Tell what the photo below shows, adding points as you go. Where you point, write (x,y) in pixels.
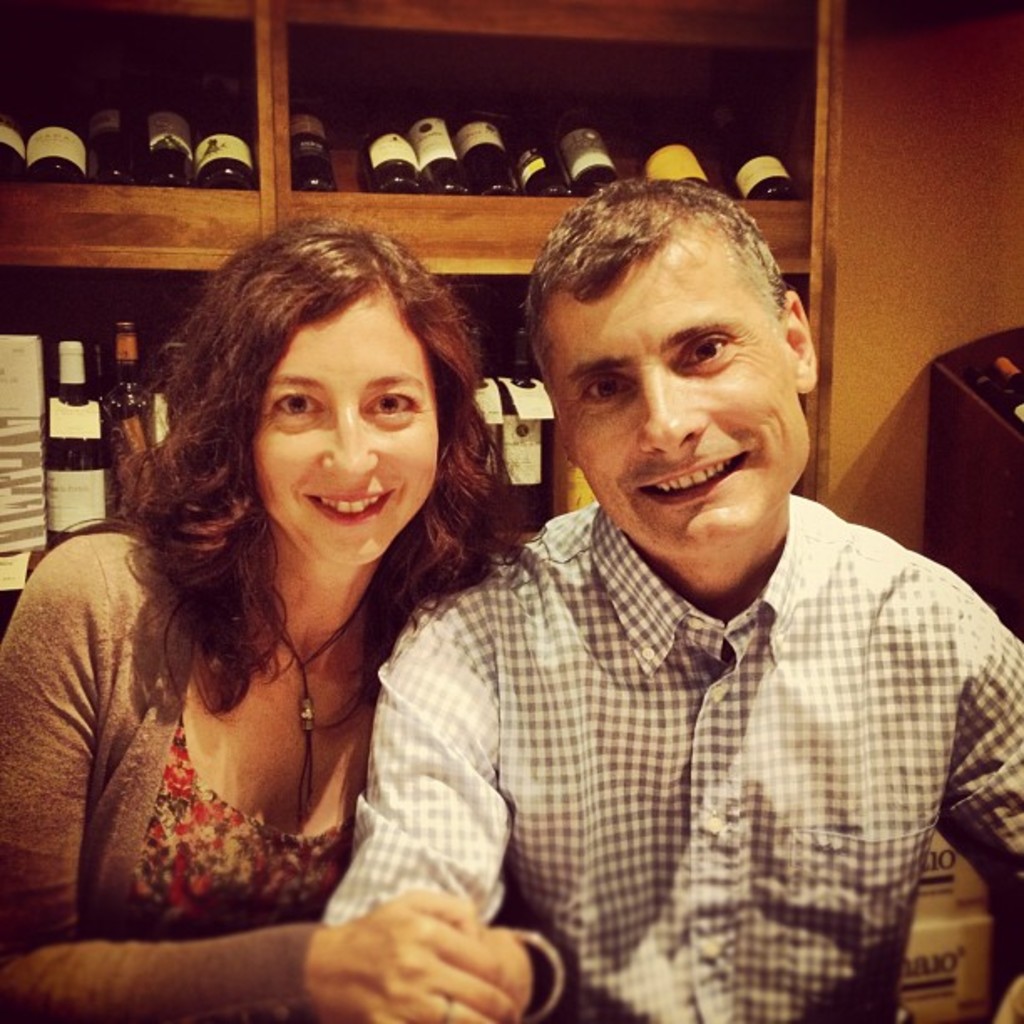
Here I can see a woman (326,548) and a man (548,602) are smiling and giving pose for the picture. In the background (249,94) there are many bottles (682,157) arranged in a rack (276,149). Beside the rack (813,279) there are few objects (940,889).
